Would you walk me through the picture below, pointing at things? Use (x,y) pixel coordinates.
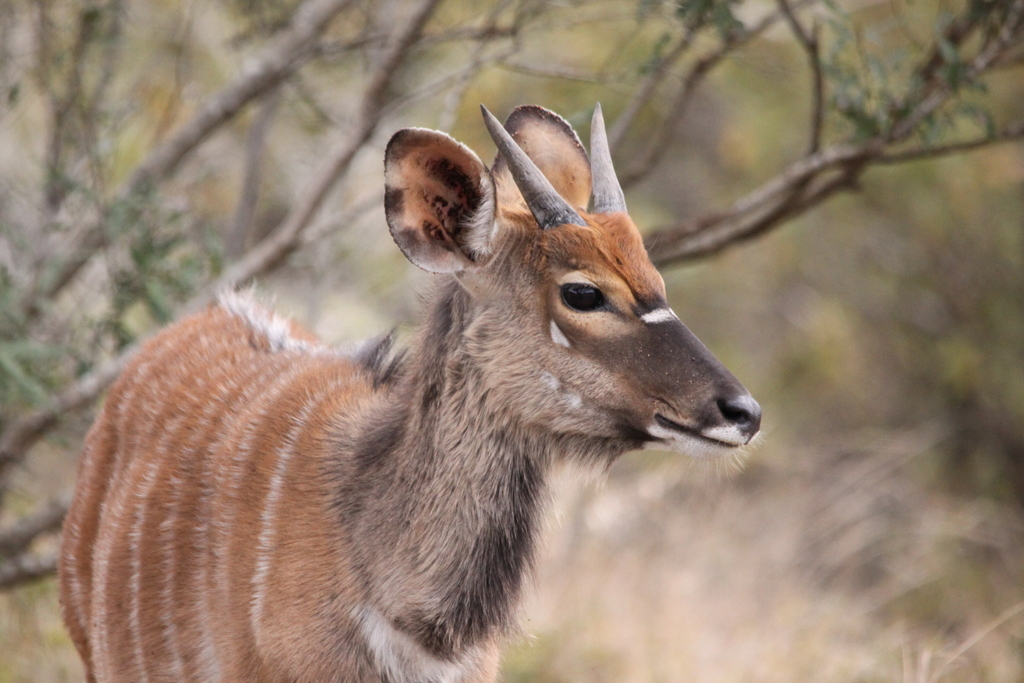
In this image I can see an animal (517,523) and the animal (407,469) is in brown and white color. Background (864,155) I can see few trees (22,59) in green color.
